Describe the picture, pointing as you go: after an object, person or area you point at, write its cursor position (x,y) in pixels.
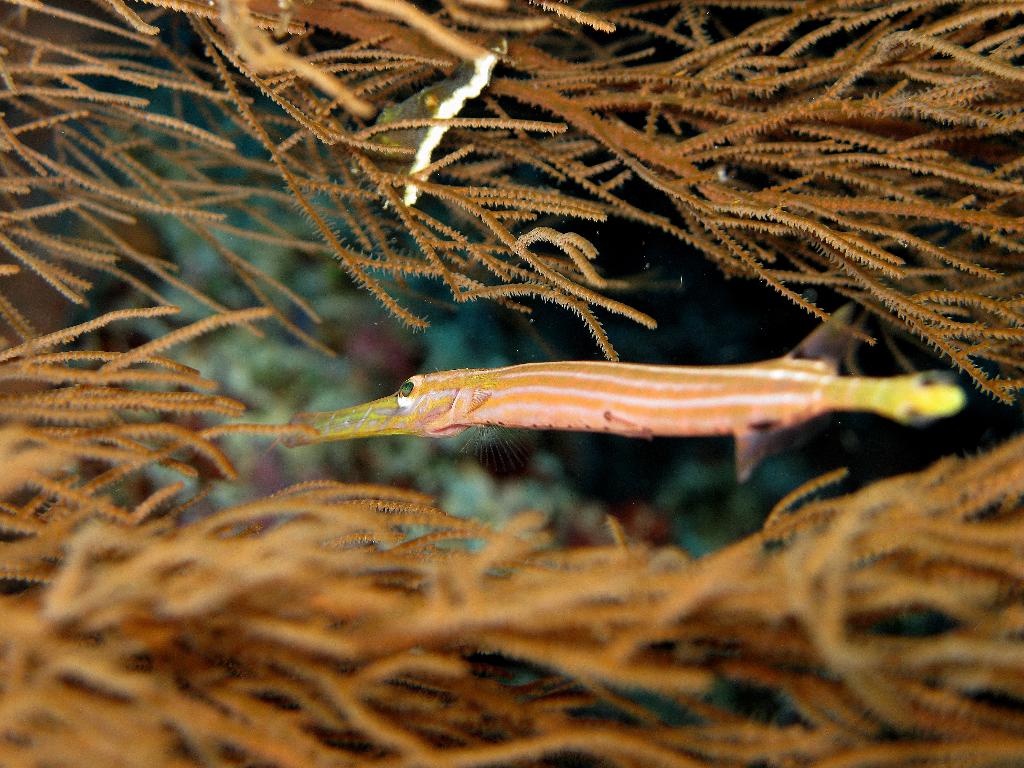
In the picture there may be water (495,327), there is a fish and there are some marine plants (727,160).
